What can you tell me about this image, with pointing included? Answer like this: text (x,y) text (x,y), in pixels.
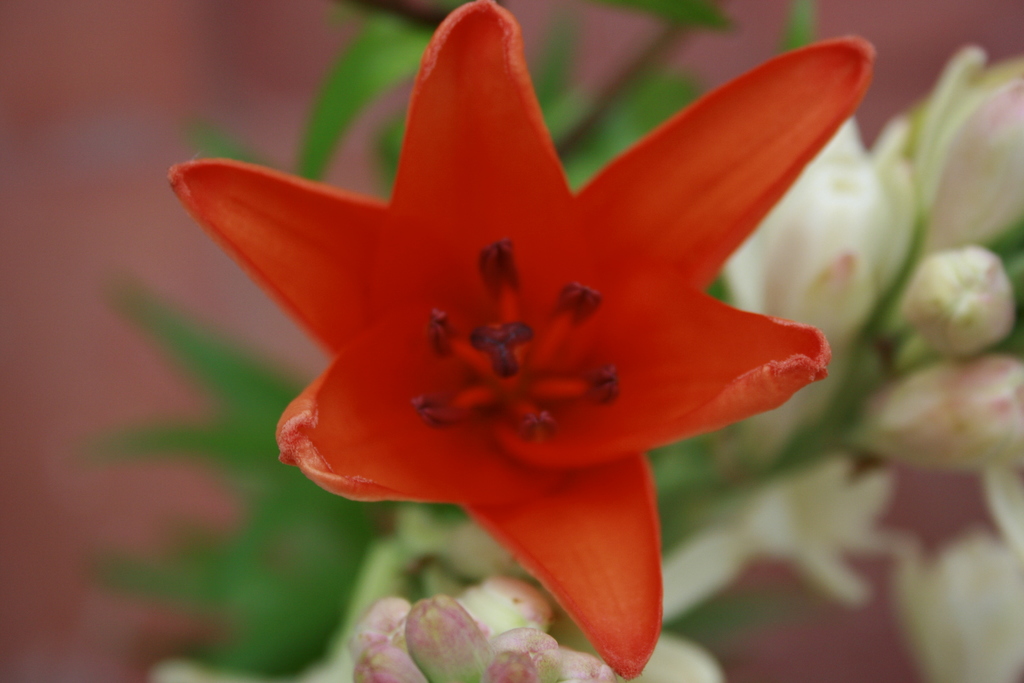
In this image, we can see a plant (620,144) and some flowers (585,463). We can also see the blurred background (159,256).
